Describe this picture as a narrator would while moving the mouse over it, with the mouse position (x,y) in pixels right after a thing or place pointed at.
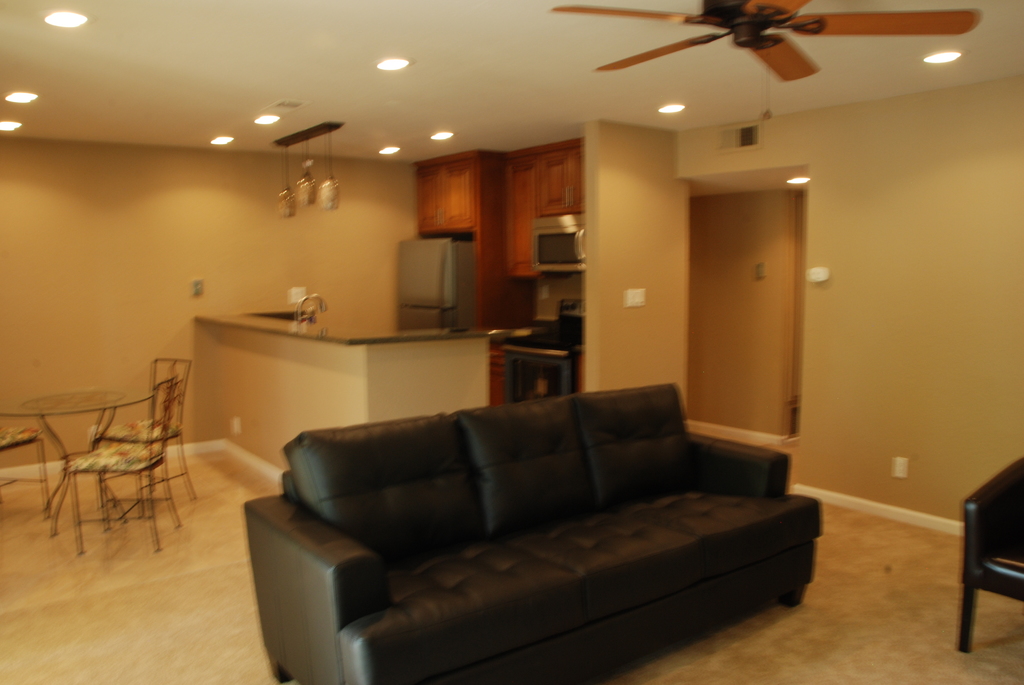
In this image I can see a sofa (610,545), at the top (806,48) there is the fan (901,33), on the left side (107,406) there is a table (95,403) and there are chairs (96,454). At the top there are ceiling lights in this image.
